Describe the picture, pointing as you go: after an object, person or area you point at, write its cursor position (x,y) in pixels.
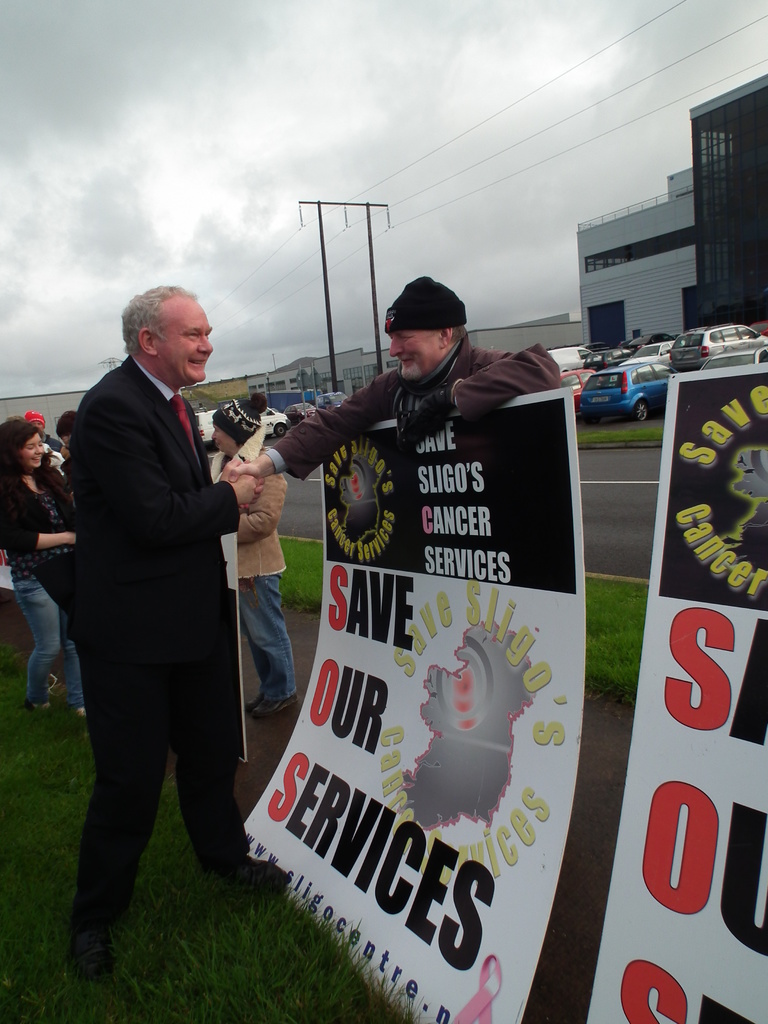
In this picture we can see posters (385,827), two men (137,416) are smiling and shaking hands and some people (0,433) are standing on the grass (75,785) and in the background (746,343) we can see the road (652,475), cars (721,340), buildings (683,323), poles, wires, some objects (300,382) and the sky (322,167) with clouds (355,195).
